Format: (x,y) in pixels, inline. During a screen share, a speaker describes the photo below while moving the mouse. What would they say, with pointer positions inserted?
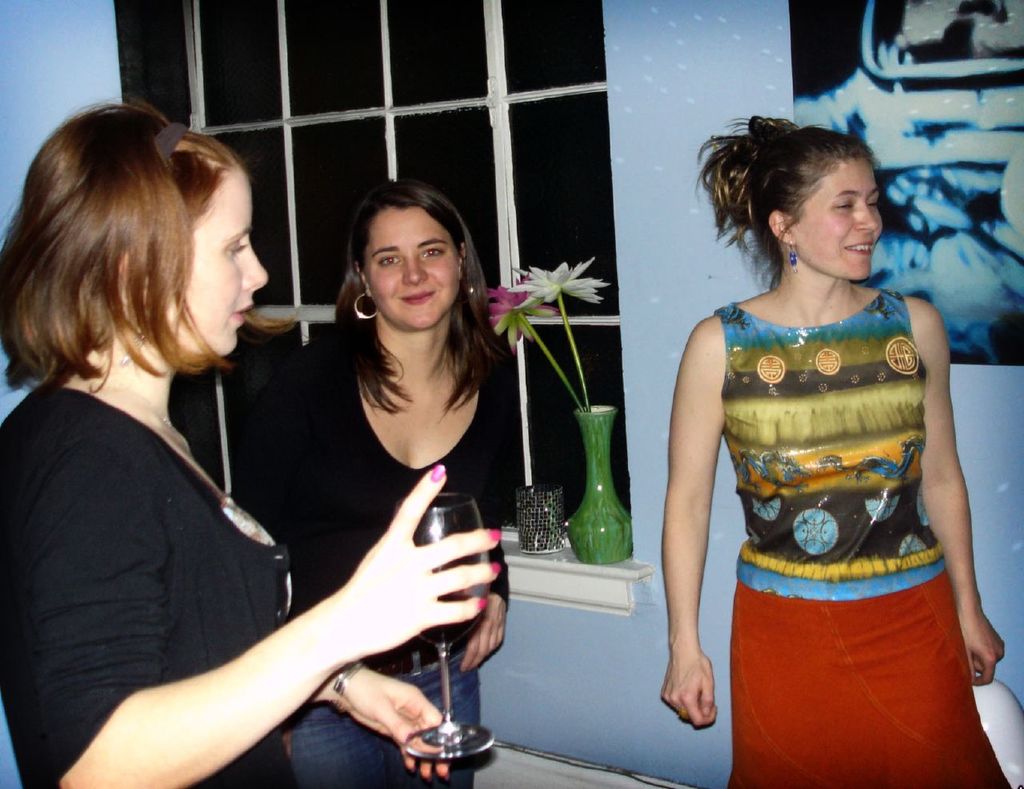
On the right (913,427) there is a woman (830,354) who is standing near to the painting (1004,324) and wall (1016,386). On the left (147,310) there is a woman (230,555) who is holding a wine glass (466,592). Here we can see another woman (433,362) who is standing near to the window (571,365) and flowers (582,298). Here we can see wine glass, pot (603,456) and flowers (569,360).
